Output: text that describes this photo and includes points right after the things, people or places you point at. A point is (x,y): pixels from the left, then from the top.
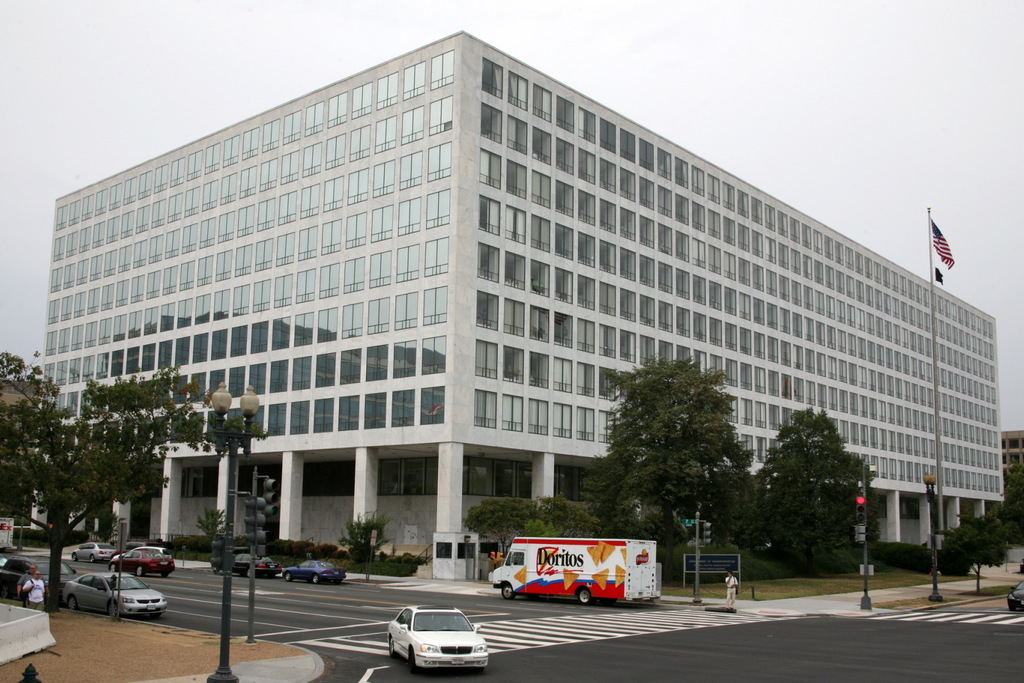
In the foreground (543,587) I can see the vehicles (510,583) on the road (594,606). I can see the decorative lamps (229,492) on the side of the road (464,585). I can see the trees (30,460) on the left side (32,448) and the right side (715,516) as well. I can see a flagpole (932,346) on the right side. In the background (609,316), I can see the building (651,242) and glass windows (308,206). I can see a traffic signal pole (256,524) on the side of the road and it is on the left side (249,502). There are clouds (187,109) in the sky (147,83).
